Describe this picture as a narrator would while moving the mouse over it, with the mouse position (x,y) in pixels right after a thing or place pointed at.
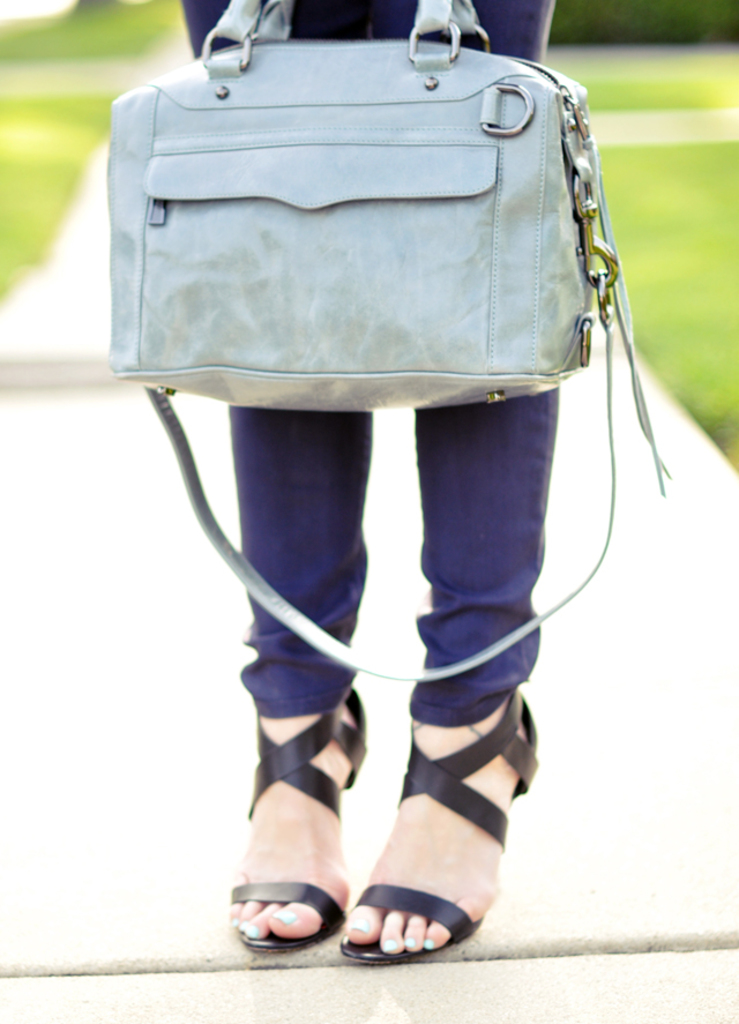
in the picture there is bag (358,317) in which woman (419,444) is carrying it.
